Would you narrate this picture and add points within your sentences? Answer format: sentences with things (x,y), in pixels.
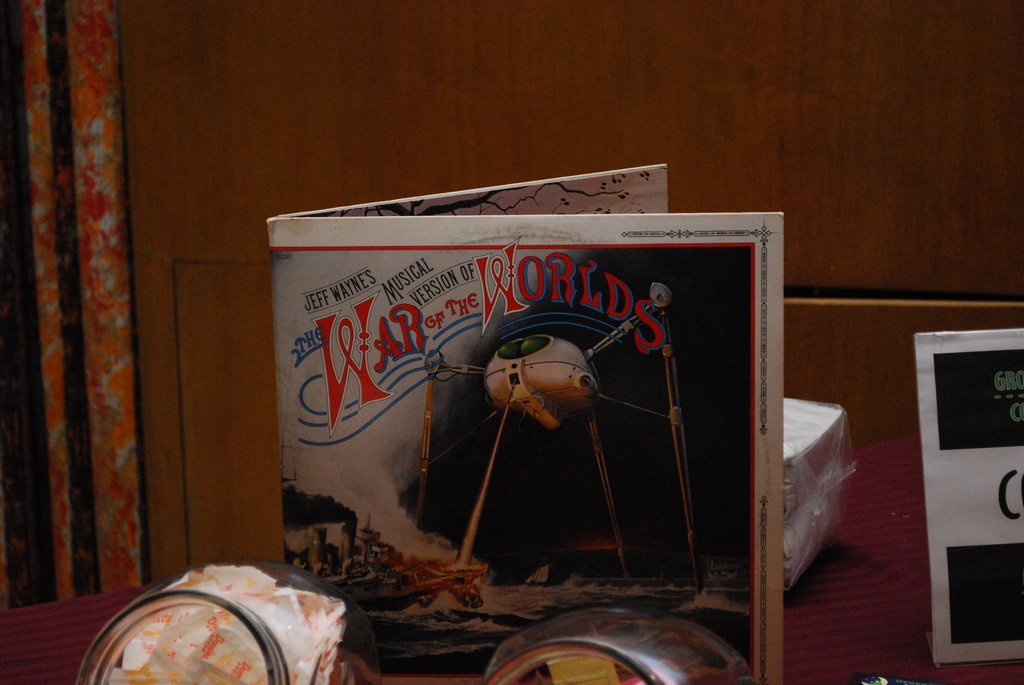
In this picture I can see a card (490,287) in front (565,300), on which there is something written and I see the depiction picture (494,415) of a boat (360,546) on the water (568,598), beside to it I see a paper (950,438) on which there are few alphabets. In the background (209,302) I see the brown color thing (786,249) and on the left side of this image (114,350) I see the cloth (102,332).
